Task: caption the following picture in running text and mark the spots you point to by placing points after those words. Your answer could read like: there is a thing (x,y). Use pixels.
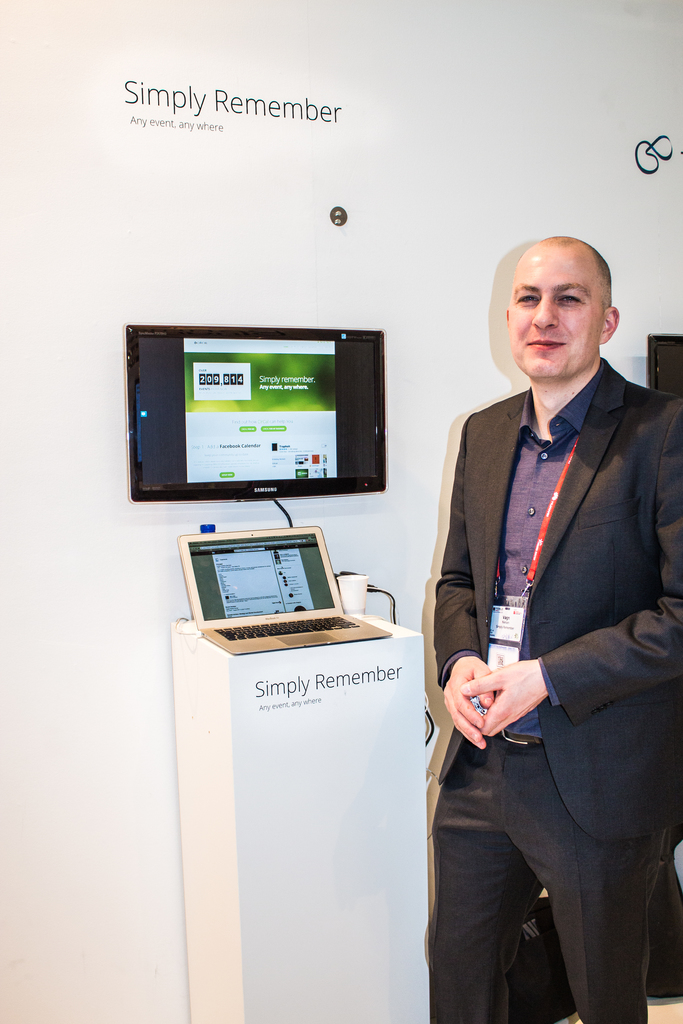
In this picture we can see a man (586,589) standing and smiling, he wore a suit (575,584), on the left side (187,444) we can see a laptop (267,554) and a monitor (255,433), there is some text (209,131) here.
